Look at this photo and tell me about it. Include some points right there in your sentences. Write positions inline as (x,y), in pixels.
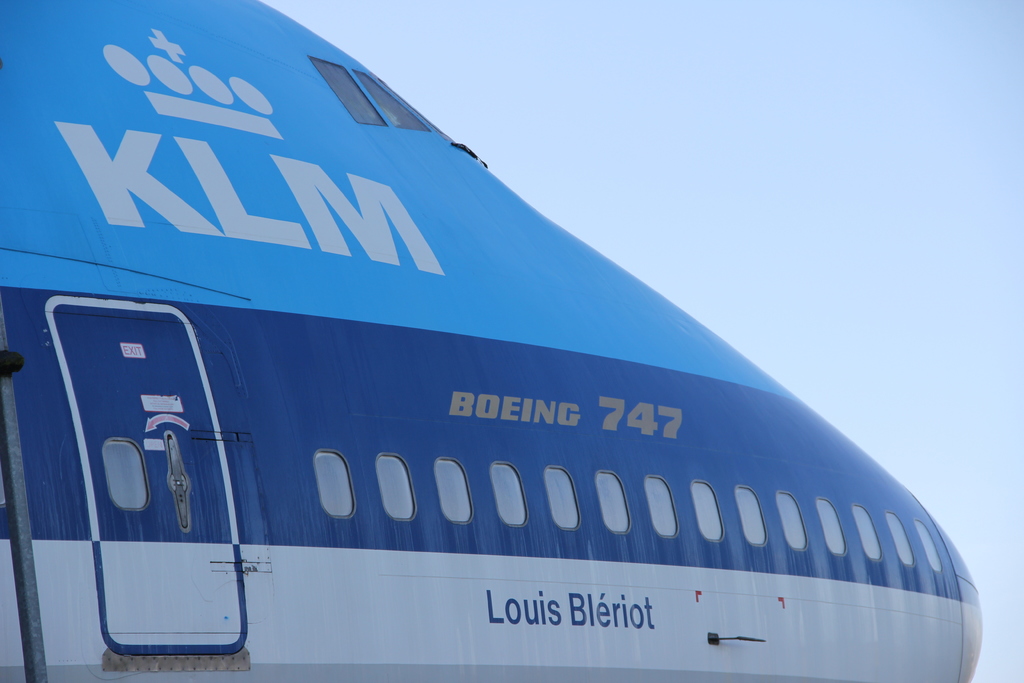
In this image I can see an aircraft (156,323) which is in blue color. Background (670,65) I can see sky (840,140) in pale blue color.
